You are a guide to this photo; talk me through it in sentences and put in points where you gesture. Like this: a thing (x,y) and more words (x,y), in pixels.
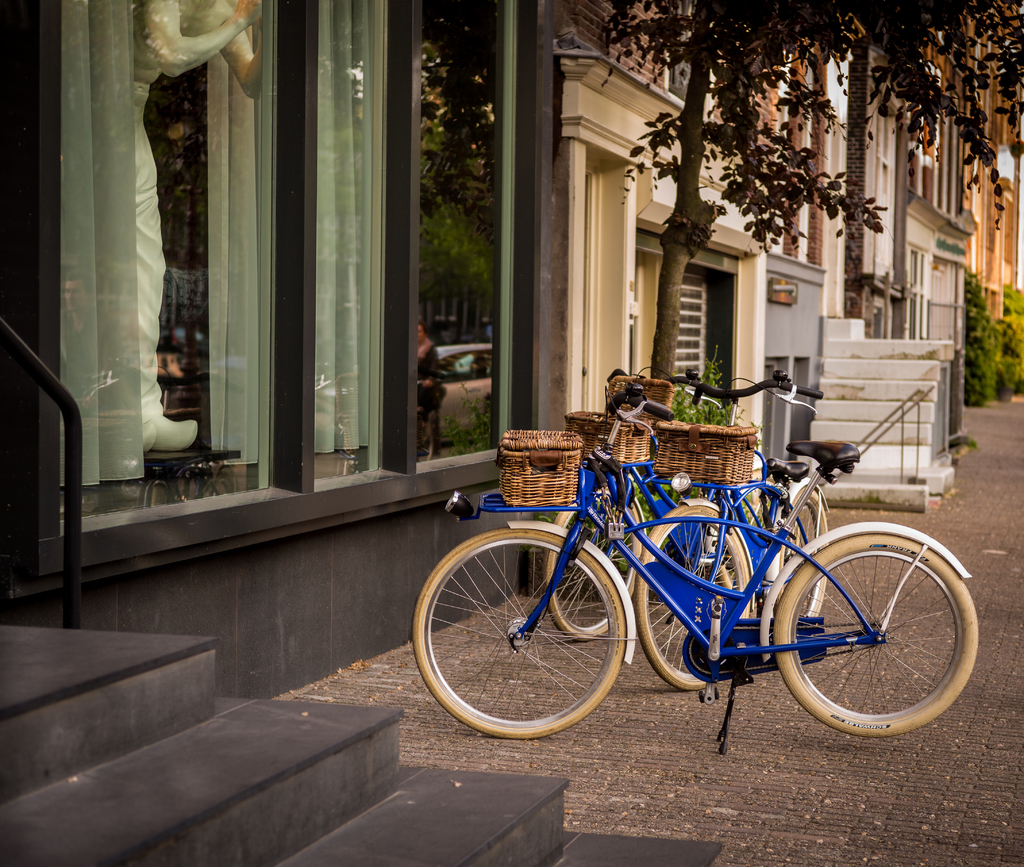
In this image we can see blue color bicycles (714,605) on the pavement (755,748). Behind the bicycles (644,423), tree (677,258) is there. We can see buildings (507,301) in the background of the image (901,242). There are stairs (405,802) in the left bottom of the image (94,763) and one white color statue (166,48) behind the glass (136,414).
